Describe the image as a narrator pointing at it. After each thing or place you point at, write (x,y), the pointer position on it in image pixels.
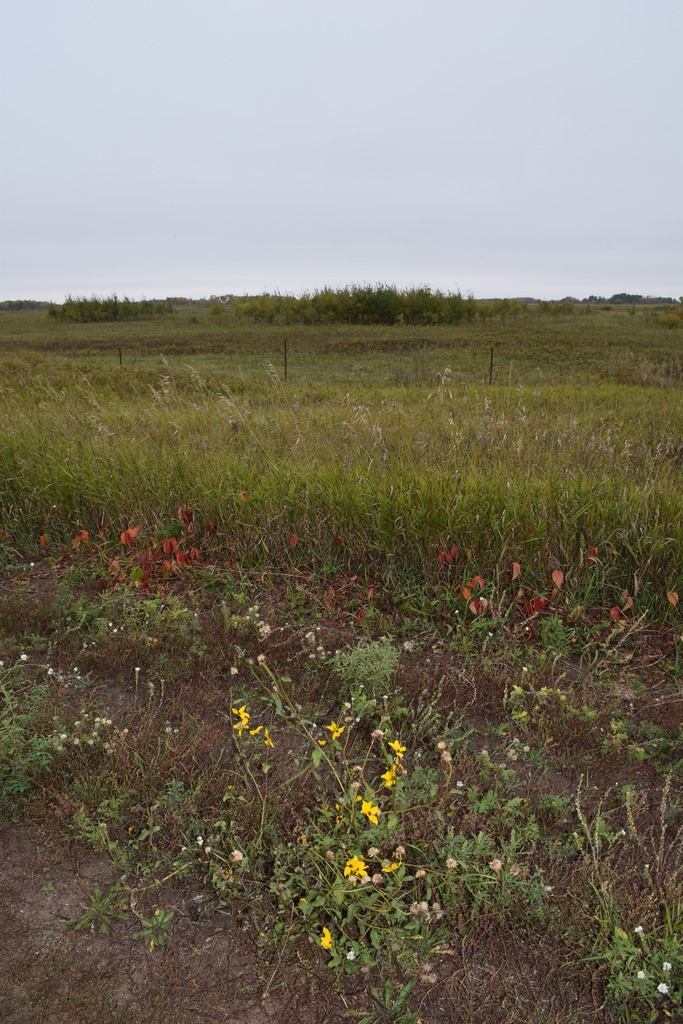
In this image we can see many plants (309,493) on the ground (268,653). Also there are flowers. In the background (344,187) there is sky (416,159).
